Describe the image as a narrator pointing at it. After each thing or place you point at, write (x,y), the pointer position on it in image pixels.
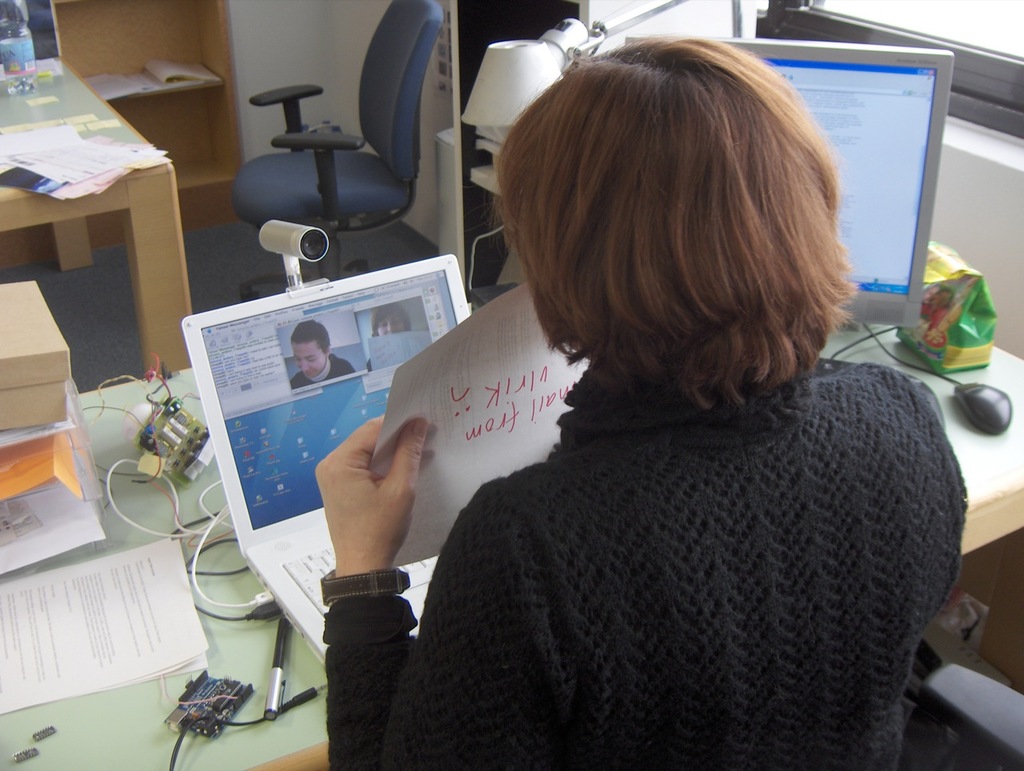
In this image I can see a person (708,319) is in front of the table (207,476). On the table (199,489) there is a system (870,179), laptop (233,443), papers (109,602), books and some of the objects (33,345). In the background (378,79) there is a chair (397,98) and the cupboard (200,101).
